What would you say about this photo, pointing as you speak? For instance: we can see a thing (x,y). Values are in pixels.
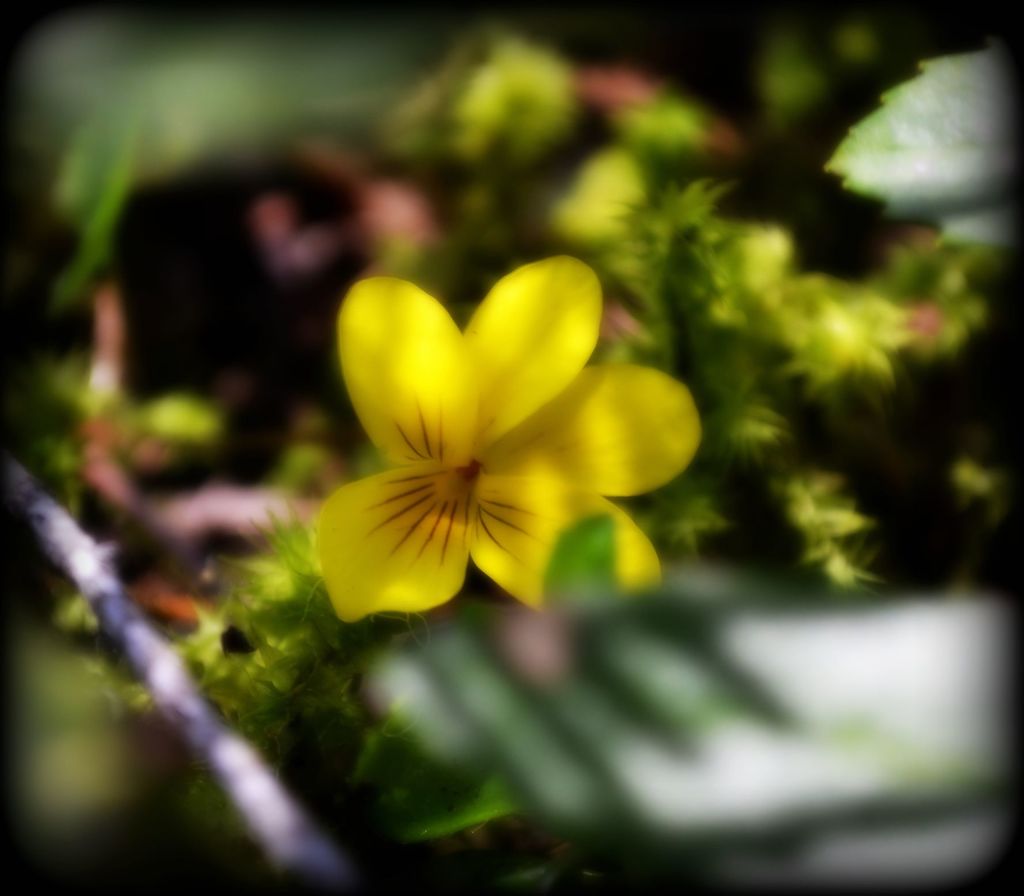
In this picture we can see a yellow color flower (561,452) and leaves (657,224) here, there is a twig (290,824) here.
